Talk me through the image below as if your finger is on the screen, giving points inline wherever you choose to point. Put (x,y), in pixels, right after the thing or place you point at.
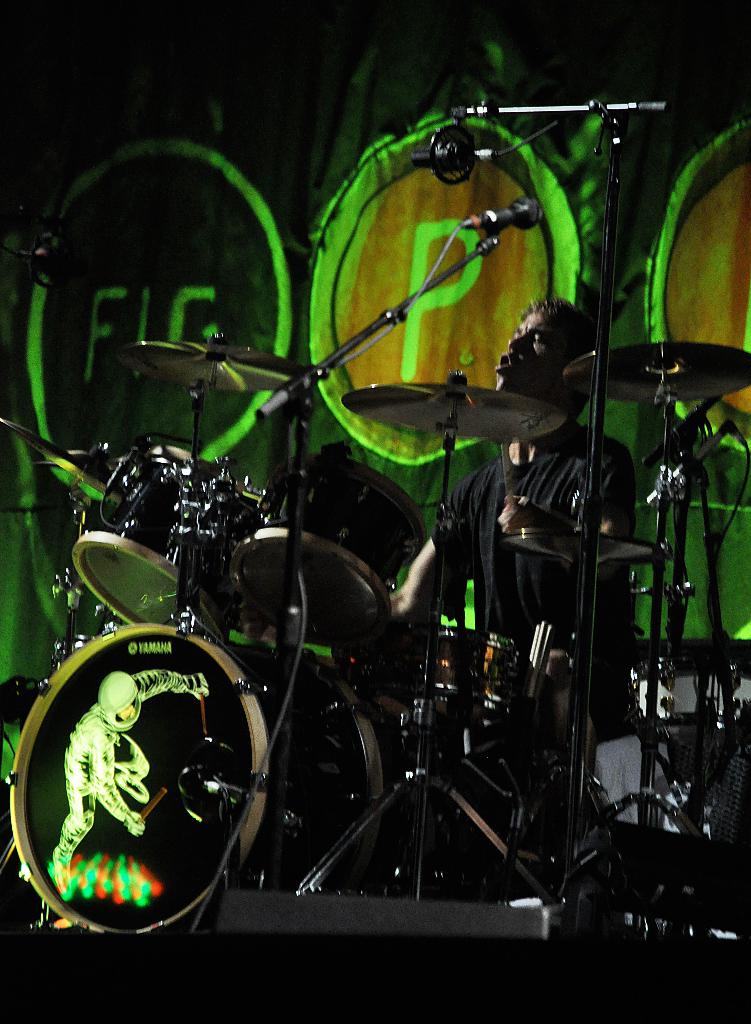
In this image there is a man (496,611) sitting and playing drums (398,550). He is also singing. In front of him there are many drums (408,667) on the drums stands (420,775). There is a microphone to the microphone stand (325,372). In the background (284,90) there is a wall (434,264). There is text (183,310) on the wall (318,280).
